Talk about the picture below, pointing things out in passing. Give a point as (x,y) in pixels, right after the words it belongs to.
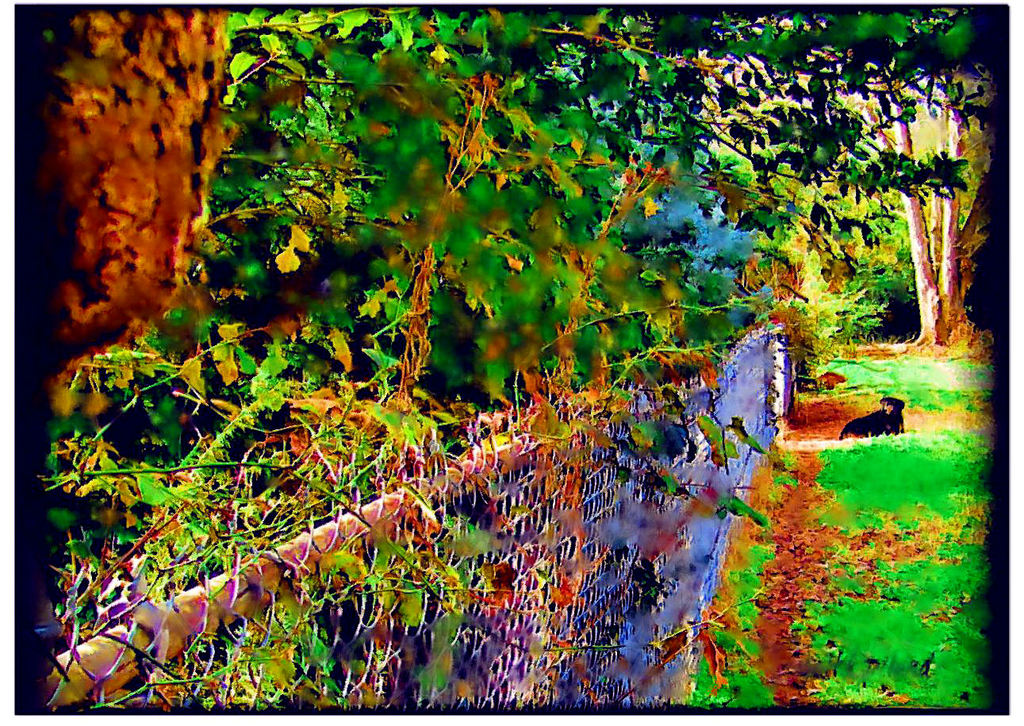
In this picture I can see trees (711,111) and grass (837,514) on the ground (826,450). I can see metal fence (658,492) and a dog (880,418).
